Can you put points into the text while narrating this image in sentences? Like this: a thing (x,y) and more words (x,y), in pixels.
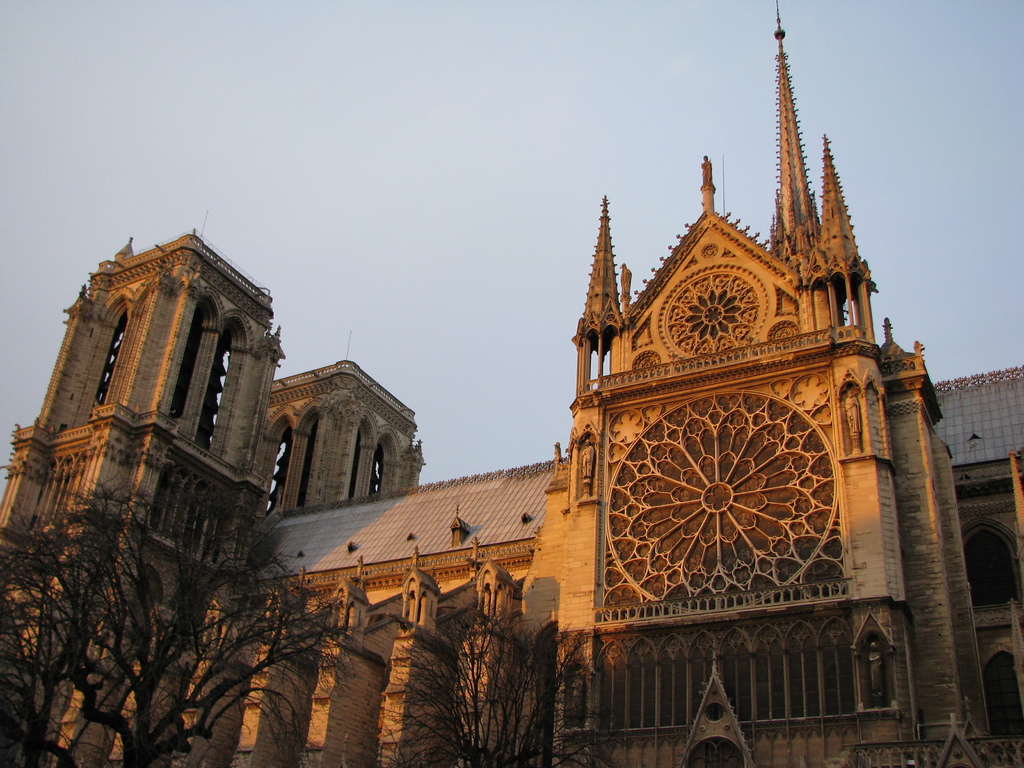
In this image there are few trees (39,558) at the bottom of the image (262,602). Behind there is a building (6,517). Top of the image (451,138) there is sky (367,138).
